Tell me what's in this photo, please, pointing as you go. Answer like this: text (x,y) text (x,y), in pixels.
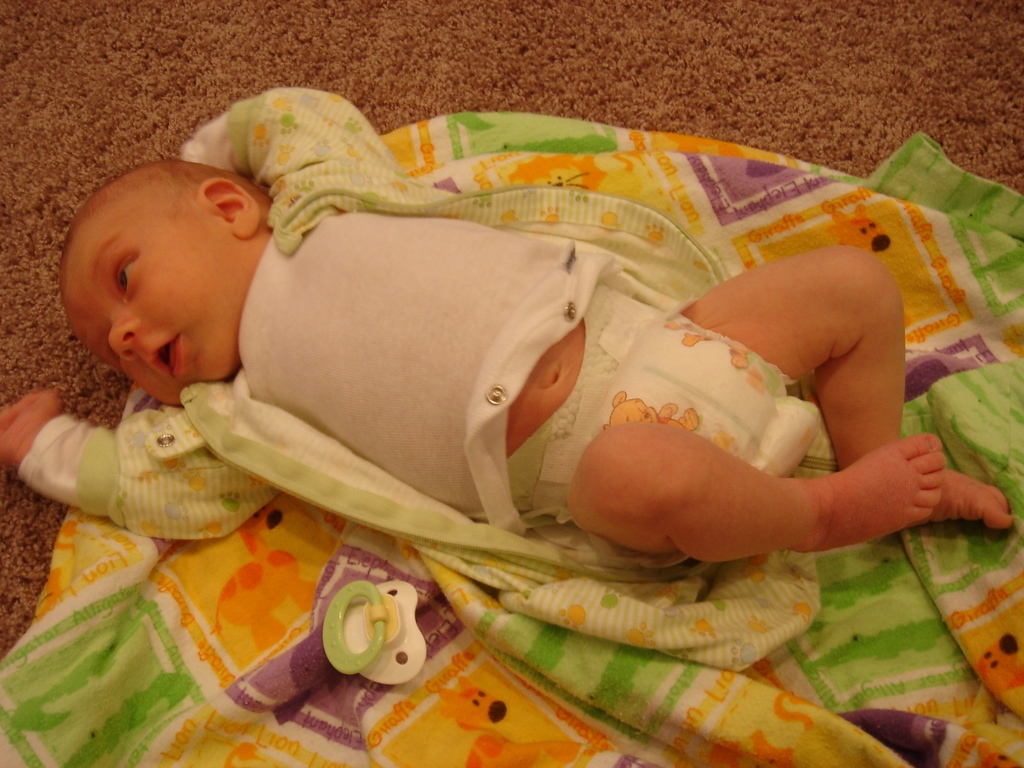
In this image in the center (503,451) there is one baby (417,339) who is lying on a blanket (406,161), and there is one pacifier (381,643).
